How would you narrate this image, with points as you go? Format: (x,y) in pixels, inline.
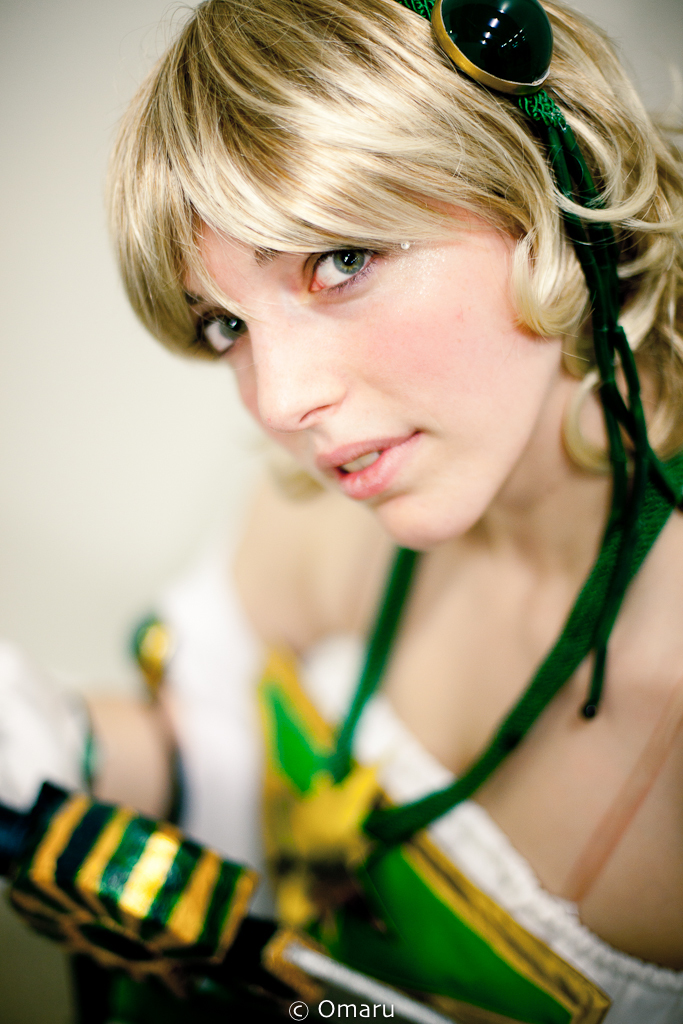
In this image we can see a lady (481,819) wearing a green dress (349,855). In the background (230,513) there is a wall (114,385).
